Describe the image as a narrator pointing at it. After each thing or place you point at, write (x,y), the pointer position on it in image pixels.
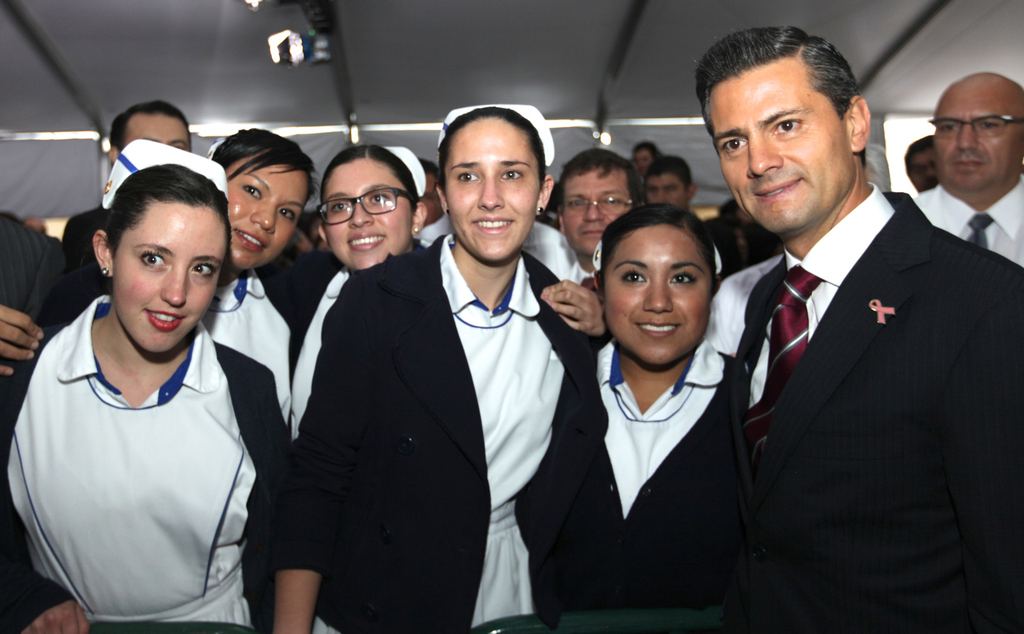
In this picture there are group of people (448,296) standing and smiling. At the top (229,102) it looks like a tent (72,82) and there are lights (300,55). In the foreground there are chairs (666,615).
